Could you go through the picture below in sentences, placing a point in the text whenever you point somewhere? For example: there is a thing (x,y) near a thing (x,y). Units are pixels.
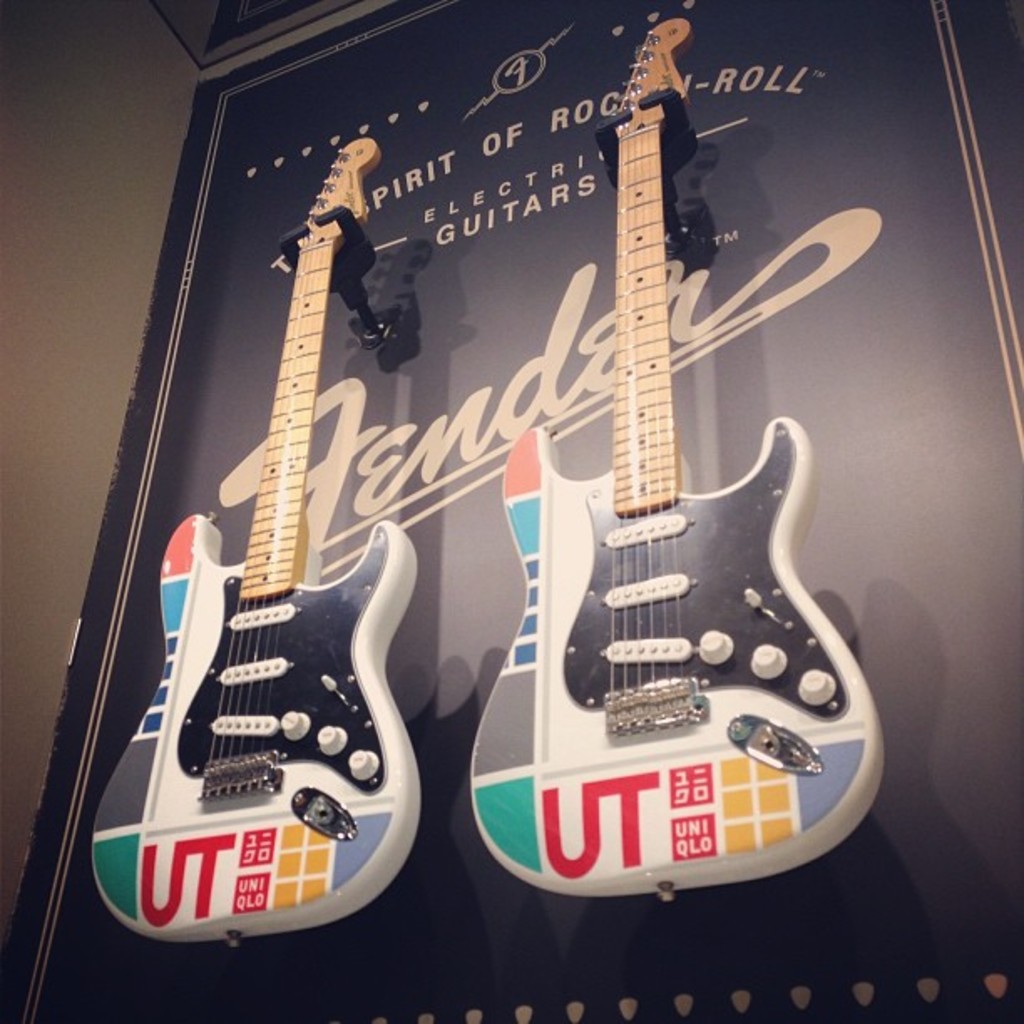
In this image we can see two guitars (179,705) placed on stands (675,135) on the wall (130,663).
